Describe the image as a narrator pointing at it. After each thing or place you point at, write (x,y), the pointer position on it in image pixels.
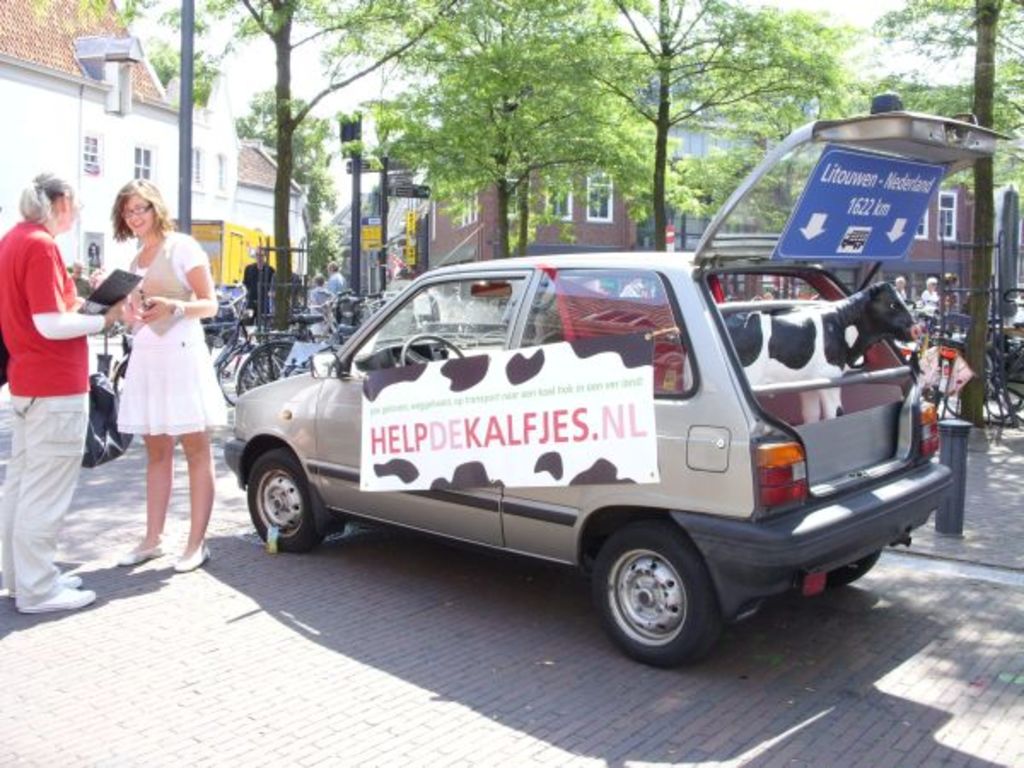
In this image we can see few buildings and they are having many windows (607,194). There are few directional board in the image. There are many trees (537,76) in the image. There are many vehicles (917,159) in the image. There is an animal (817,334) in the car (323,355). There are few advertising boards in the image. There are few people (262,295) in the image.
